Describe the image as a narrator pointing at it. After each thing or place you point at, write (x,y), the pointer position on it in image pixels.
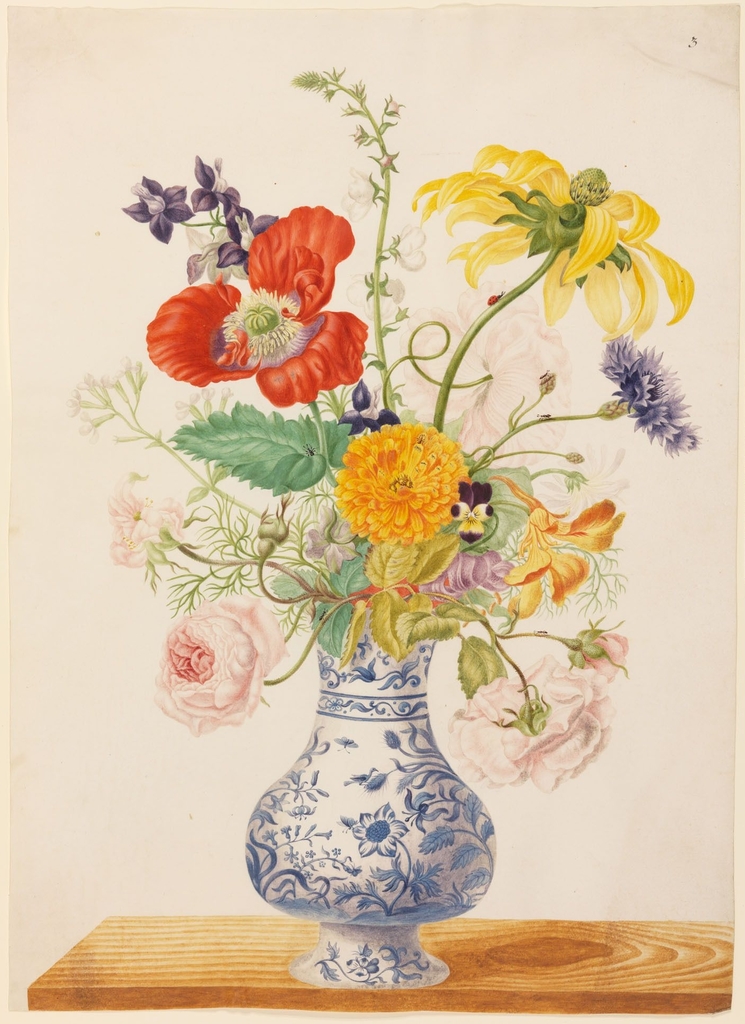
In this image I can see the flower vase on the brown color surface (518,927) and the flowers (269,332) are in multicolor. In the background (542,105) the wall (570,624) is in white color.
